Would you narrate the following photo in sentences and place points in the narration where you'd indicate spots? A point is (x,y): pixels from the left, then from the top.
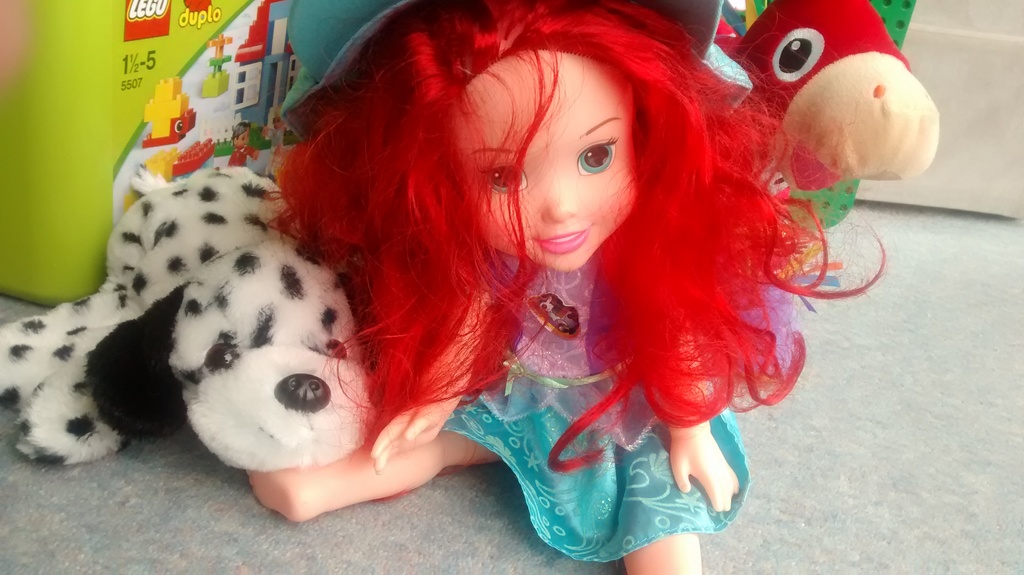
In this image we can see a baby girl toy (459,161) on the floor (464,561). Here we can see a dog (278,344) and a bird toys (829,164) as well.
